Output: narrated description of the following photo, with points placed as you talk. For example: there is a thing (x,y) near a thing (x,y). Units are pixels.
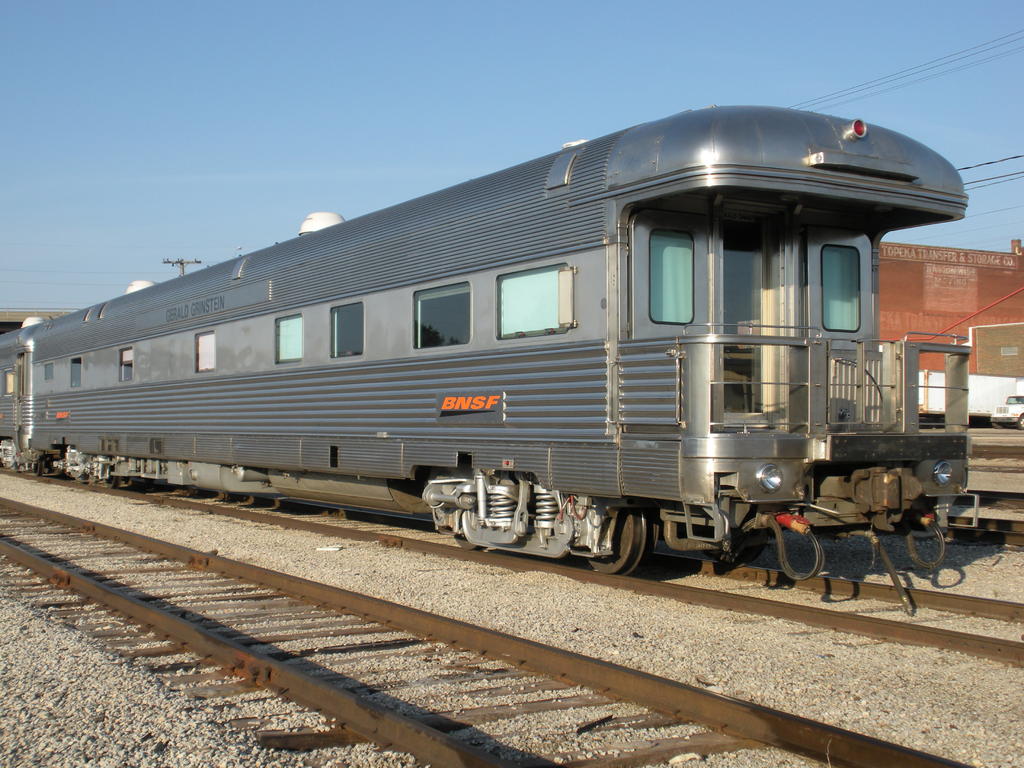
This image consists of a train (597,408) in the middle (452,467). There are railway tracks (420,656) in the middle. There is sky (417,65) at the top (305,51).
